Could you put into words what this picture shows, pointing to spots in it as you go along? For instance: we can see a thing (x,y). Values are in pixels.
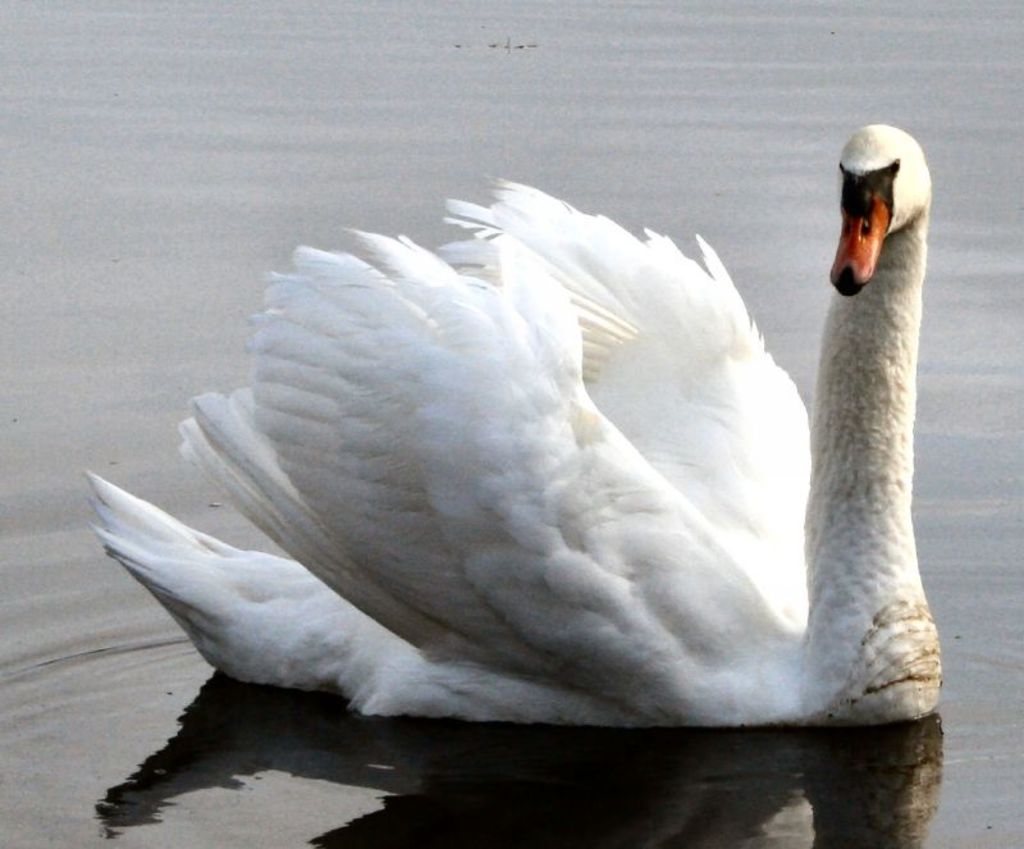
This image is taken outdoors. At the bottom of the image (347,778) there is a pond (88,205) with water (957,117). In the middle of the image (570,481) there is a swan (656,564) in the pond (124,697) and it is white in color.
